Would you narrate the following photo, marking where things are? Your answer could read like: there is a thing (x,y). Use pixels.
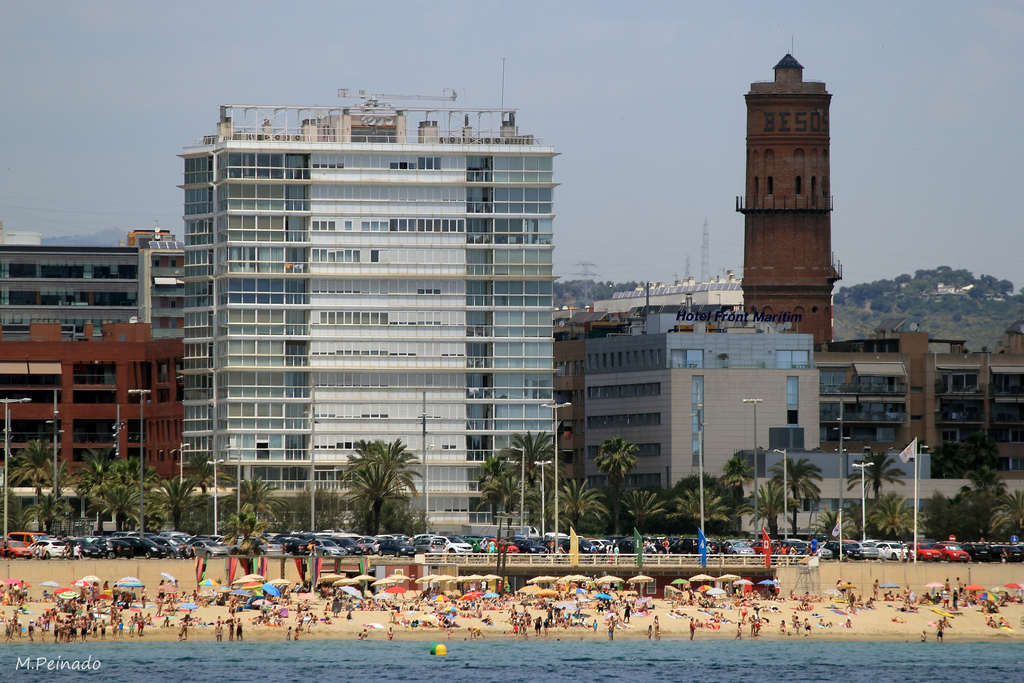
Here we can see water (514,660), umbrellas (970,587), poles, trees (562,496), vehicles (857,556), and group of people (946,603). In the background (437,434) there are buildings (813,368) and sky (540,122).
